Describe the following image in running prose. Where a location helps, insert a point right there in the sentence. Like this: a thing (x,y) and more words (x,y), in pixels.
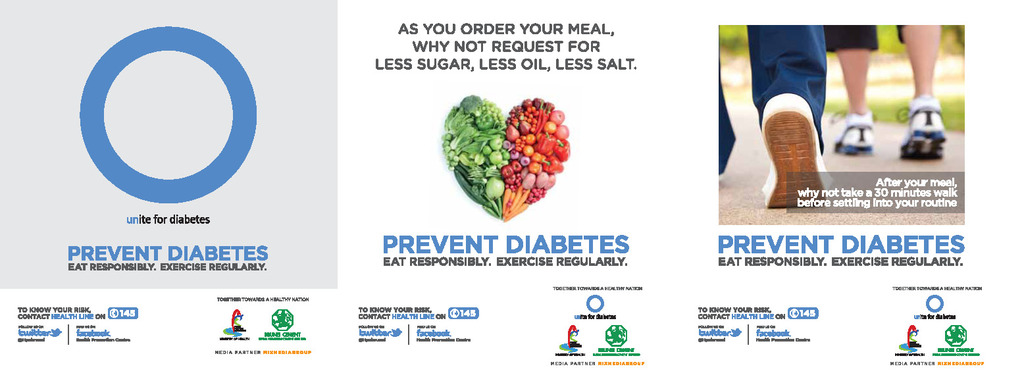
In this image we can see a poster (292,159). On the poster (417,114) we can see text (472,238). Also there are images (458,114) of persons legs (801,97), fruits (533,151) and vegetables (472,167). Also we can see logos (432,332).
